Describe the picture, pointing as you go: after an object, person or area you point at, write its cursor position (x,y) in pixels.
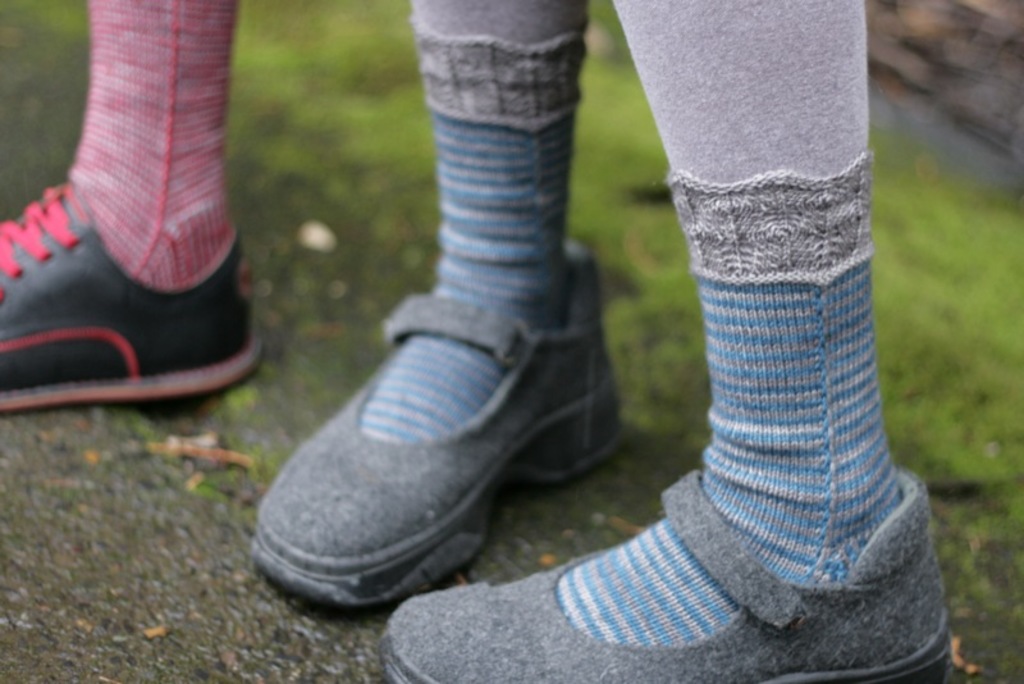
As we can see in the image there is grass (360,136) and two people legs (152,155). There are socks (182,199) and shoes (90,297).
